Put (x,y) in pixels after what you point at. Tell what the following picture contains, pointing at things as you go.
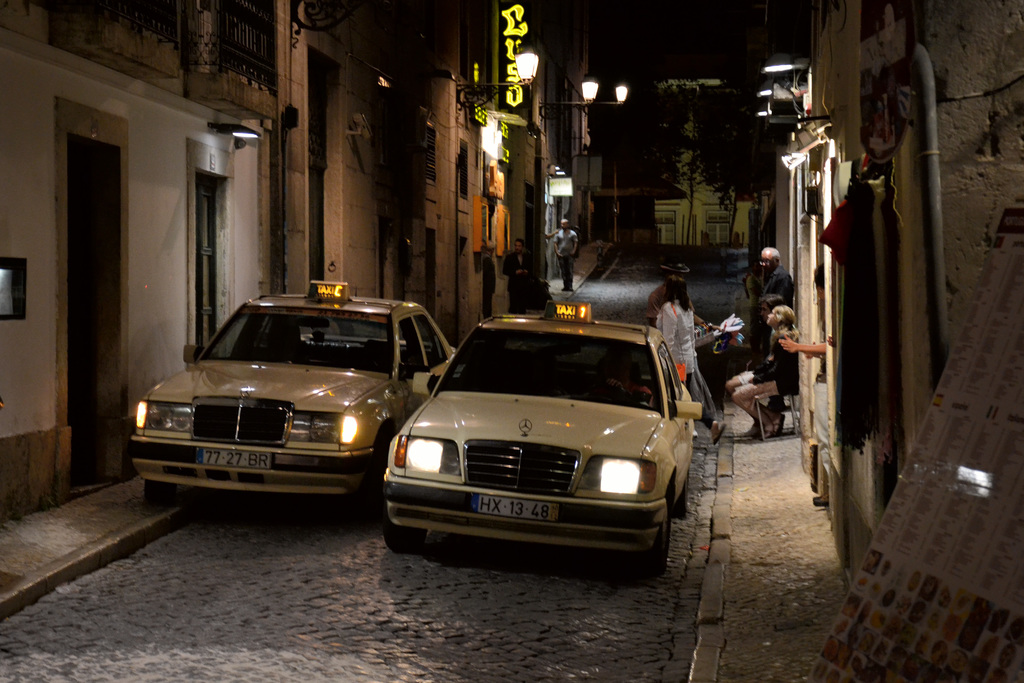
In the center of the image (541,421) there are two cars (573,349). On the right side of the image (766,302) we can see some persons (757,351) are standing. On the left side of the image (309,179) we can see the buildings (346,123), naming board (516,17), lights (518,58) are present. On the right side of the image (905,496) a board (949,510) and a pipe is there. At the top of the image (711,101) trees (688,115) are present. At the bottom of the image (305,621) road (317,596) is there.
